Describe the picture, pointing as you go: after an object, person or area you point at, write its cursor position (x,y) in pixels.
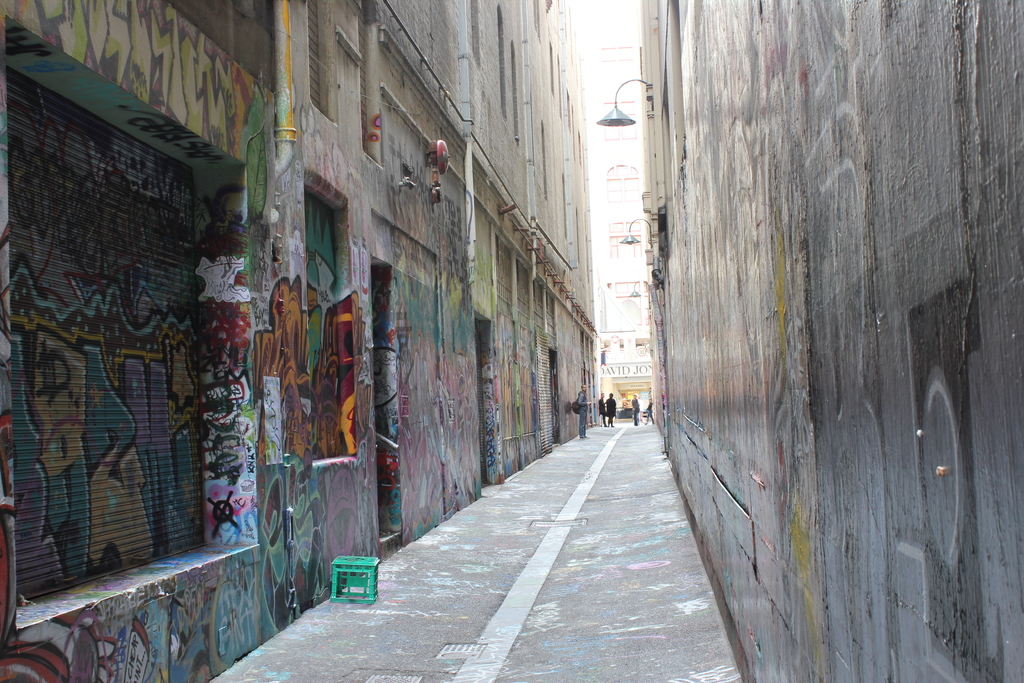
In the image i can see alley view (483,563), crate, persons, buildings (699,109), lamp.
